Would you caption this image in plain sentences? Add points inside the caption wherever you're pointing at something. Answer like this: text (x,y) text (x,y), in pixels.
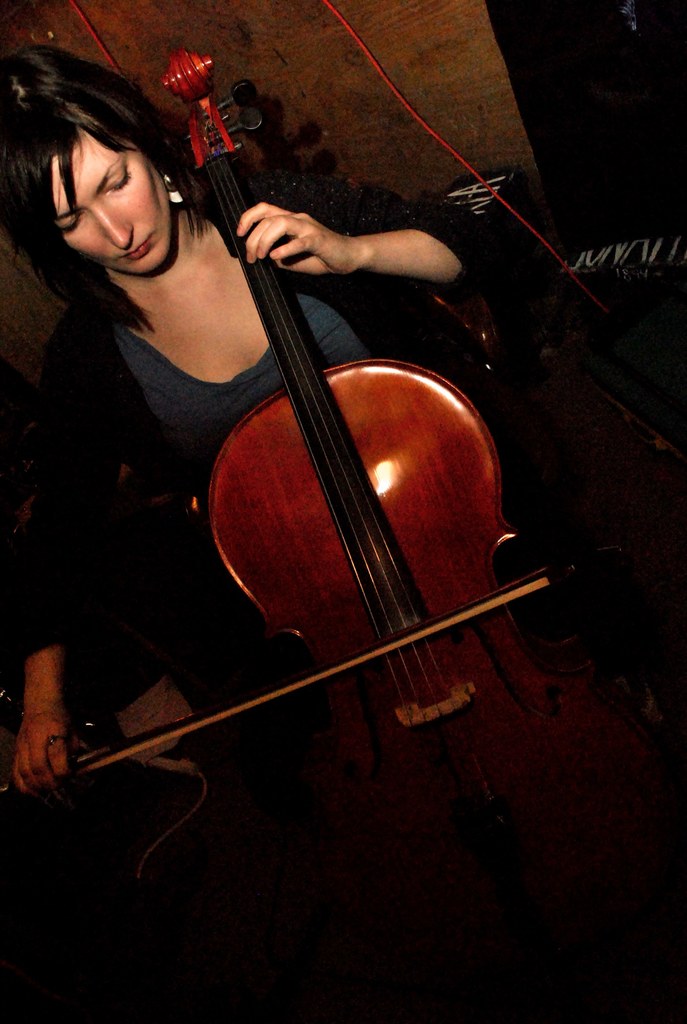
In this picture we can see woman (157,369) playing cello (463,437) and in the background (265,72) we can see wall (334,104), red color wire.
